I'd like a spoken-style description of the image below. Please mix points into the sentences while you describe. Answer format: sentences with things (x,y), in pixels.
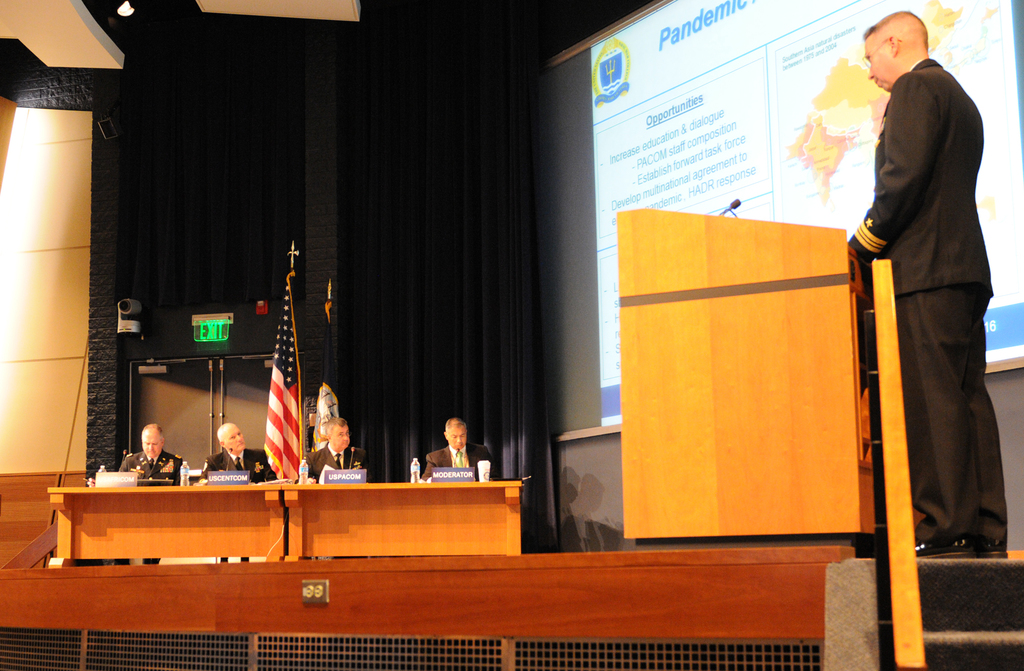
In this image I can see people (929,277) among them a man (925,122) is standing in front of a podium (812,276). On the podium (741,280) I can see a microphone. Here I can see a table (223,500) which has bottles (187,467) and some other objects (352,473) on it. I can also see a flag (277,371) over here. In the background (661,110) I can see a projector screen (640,105) and some other objects (273,268).
